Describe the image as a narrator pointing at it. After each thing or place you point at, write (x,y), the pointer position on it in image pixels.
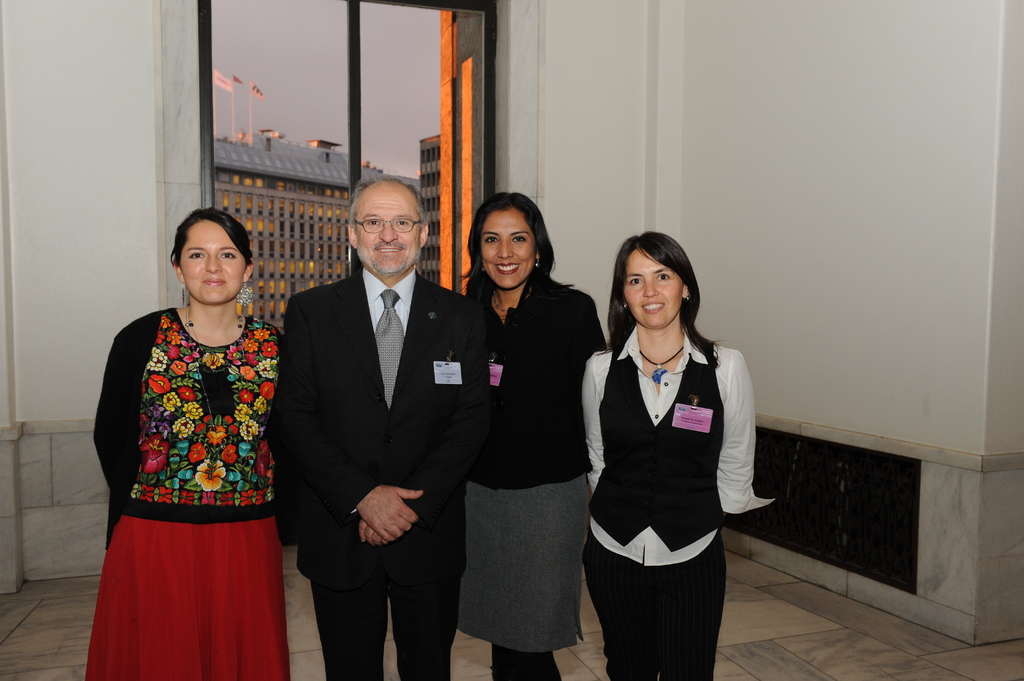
In this image, there are a few people (653,460). We can see the ground (779,633) and the wall (843,169). We can see some glass (472,199). We can also see some buildings (299,219), flags (235,80). We can also see the sky (340,116).
